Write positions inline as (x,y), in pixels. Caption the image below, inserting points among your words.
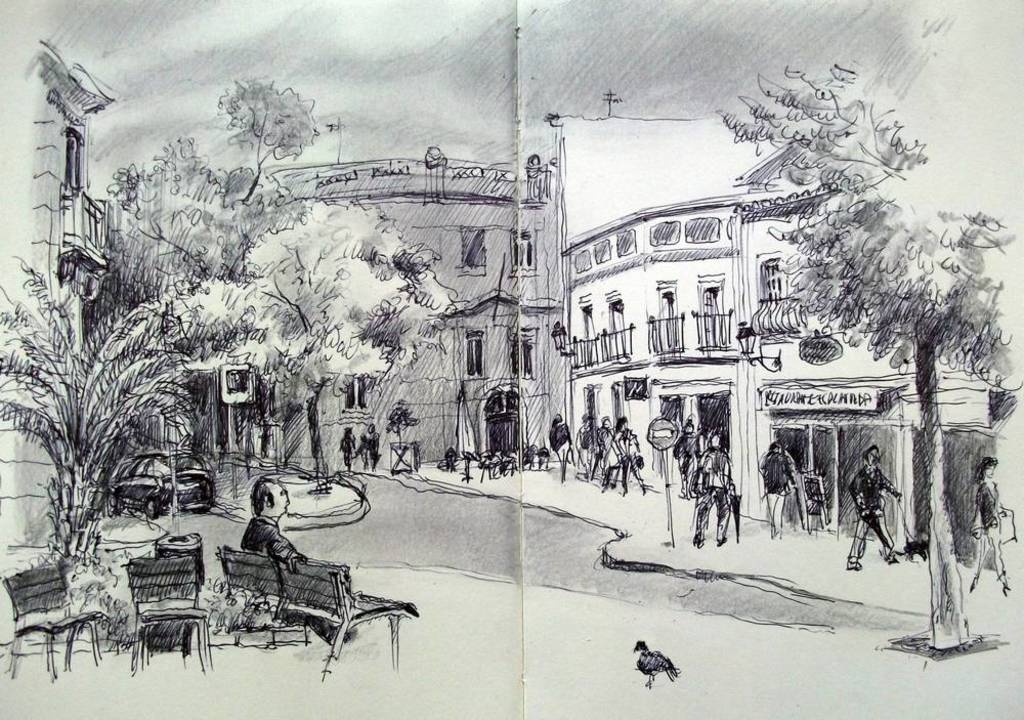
This is the drawing image in which there are persons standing and sitting and there are empty chairs (181,583), there are trees (278,389), buildings (620,391) and there is a vehicle (206,481) and there is a bird (648,677) in the front (647,670) and the sky (611,59) is cloudy.
